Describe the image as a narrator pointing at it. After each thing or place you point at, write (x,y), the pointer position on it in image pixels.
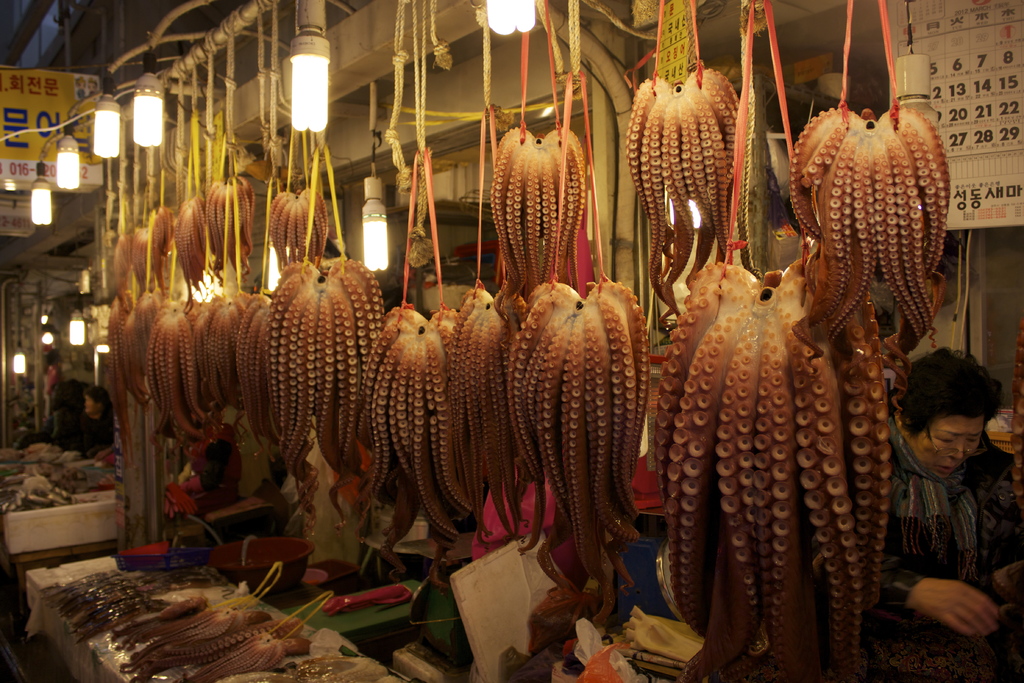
In this there octopus (434,393) hanged with ropes (431,172) and there are lights (506,3) in the right side (932,522) there is a women (959,534).
